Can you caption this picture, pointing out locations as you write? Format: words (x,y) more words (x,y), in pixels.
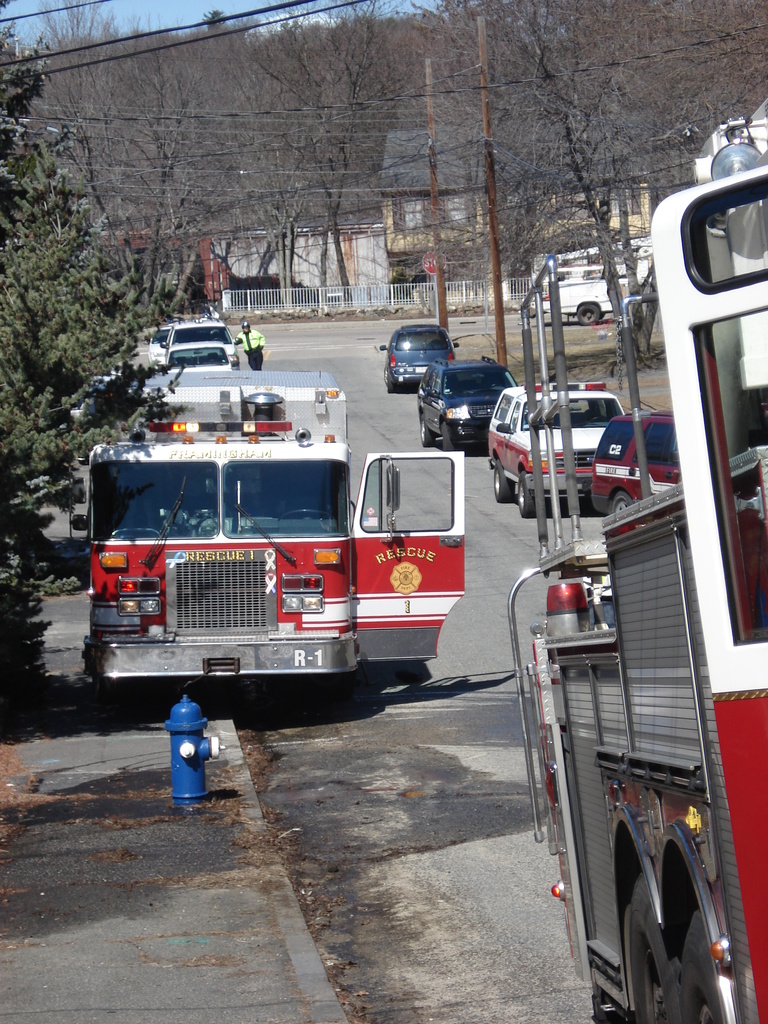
In this image we can see group of vehicles (616,515) parked on the road (437,843). One person (253,354) is standing on the road (265,364). To the left side (197,737), we can see a fire hydrant (200,753) on the path (214,796). In the background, we can see a group of poles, cables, trees (262,140) and the sky (163,11).
